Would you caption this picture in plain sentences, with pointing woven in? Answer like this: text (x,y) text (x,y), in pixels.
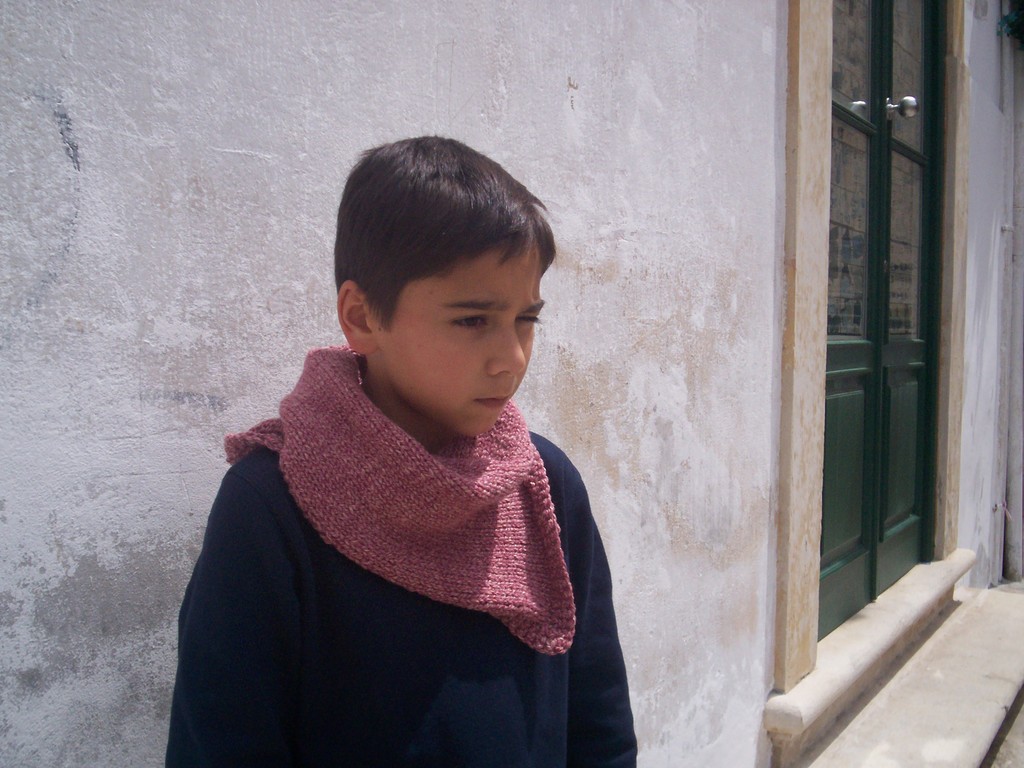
There is a boy (426,386) standing in front of a wall (675,529) and beside the wall (768,89) there is a door (845,560).
